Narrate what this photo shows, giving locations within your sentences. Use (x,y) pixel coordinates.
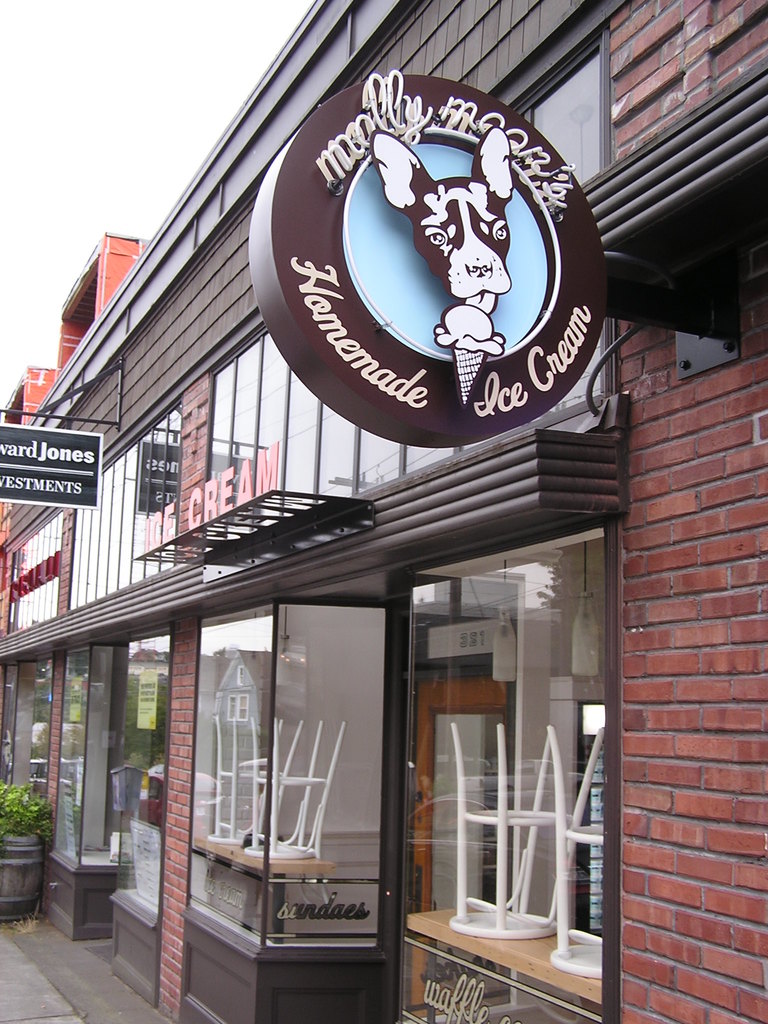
In this picture we can see a building (142,471), stools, name boards (39,489), barrel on the floor (73,948) with a plant (6,810) in it and some objects (156,835).
